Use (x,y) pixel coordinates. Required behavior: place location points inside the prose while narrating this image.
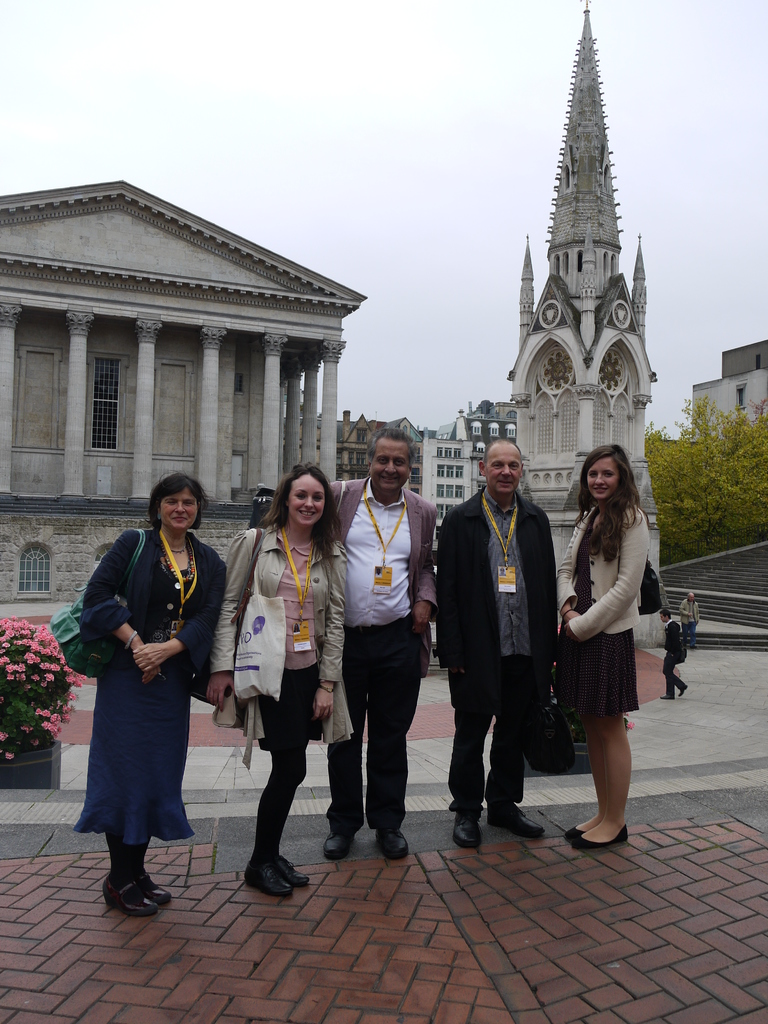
In this image we can see two men (490,567) and three women (579,598) are standing. They are wearing yellow color ID (374,527) in their neck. Behind them buildings (603,423) and trees (716,475) are there. Left side of the image (26,701) one pink color flower pot (17,699) is present. The sky (222,159) is in white color. Right side of the image (757,573) stairs (729,607) are there.
